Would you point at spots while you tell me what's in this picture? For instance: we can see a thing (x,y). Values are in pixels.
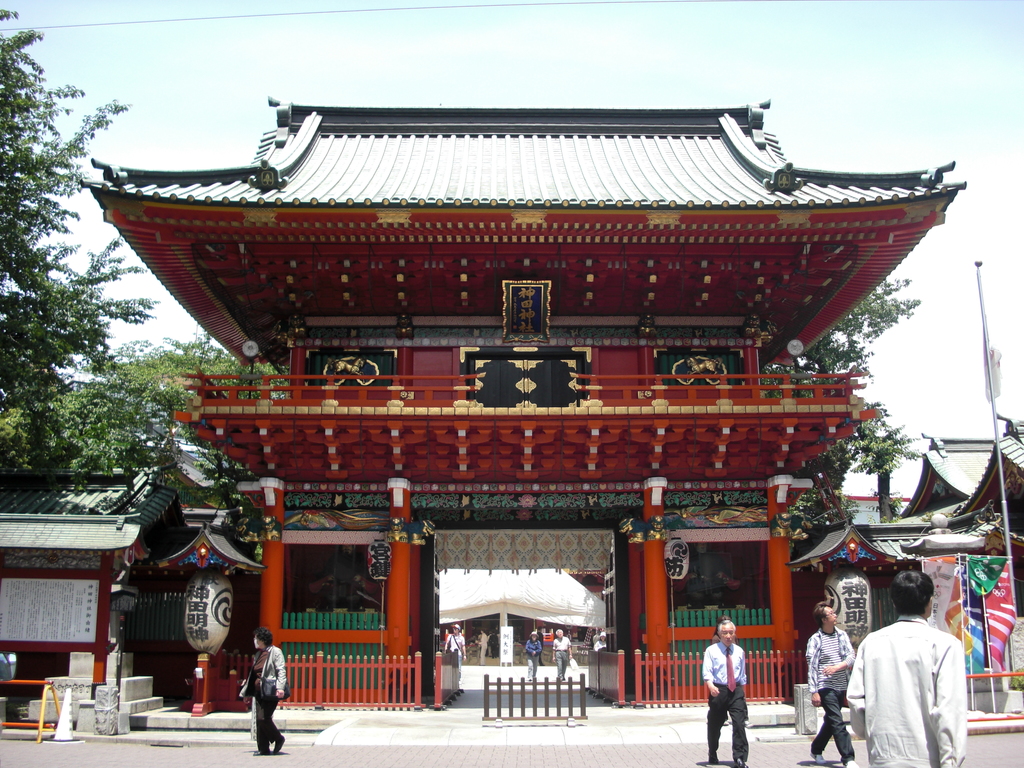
In this image, on the right side (944,691), we can see a man (910,641), metal pole (991,373), hut (962,527), cloth (963,597). On the right side (713,759), we can also see two men (845,758) are walking on the road (753,760). On the left side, we can also see another person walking on the road (116,753), staircase (173,711), hut (107,556), hoarding (68,601), metal rod (57,697). In the background (405,618), we can see an arch (776,597), in the arch (429,617), we can see a group of people (491,642) walking, tent (506,621), hoarding (509,642). In the background (25,411), we can also see some trees (54,342). At the top (720,54), we can see a sky (624,100), at the bottom (366,680), we can see metal grill (385,689) and a road (621,734).
